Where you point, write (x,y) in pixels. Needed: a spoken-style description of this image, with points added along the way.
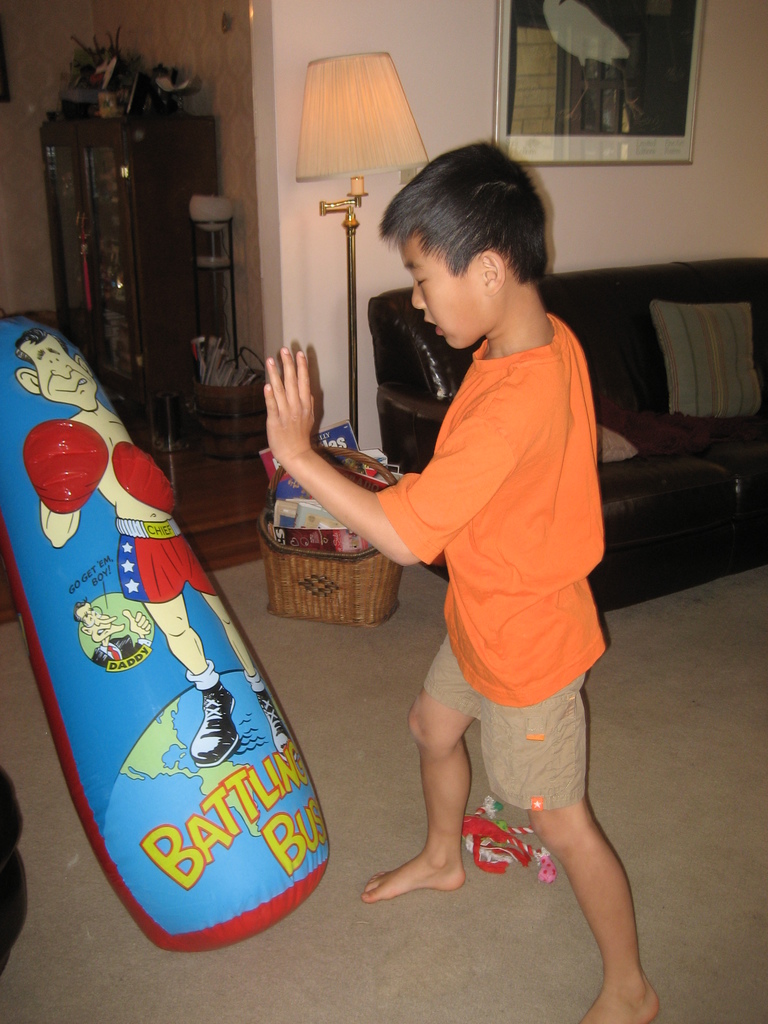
In the image we can see a boy (524,515) wearing clothes (482,610), this is a sofa (682,483), on the sofa (687,513) there are pillows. This is a lamp (384,104) and a frame (686,117), this is a basket (338,612), floor (669,795) and this is a cupboard (107,176). This is a boxing toy (144,729).
